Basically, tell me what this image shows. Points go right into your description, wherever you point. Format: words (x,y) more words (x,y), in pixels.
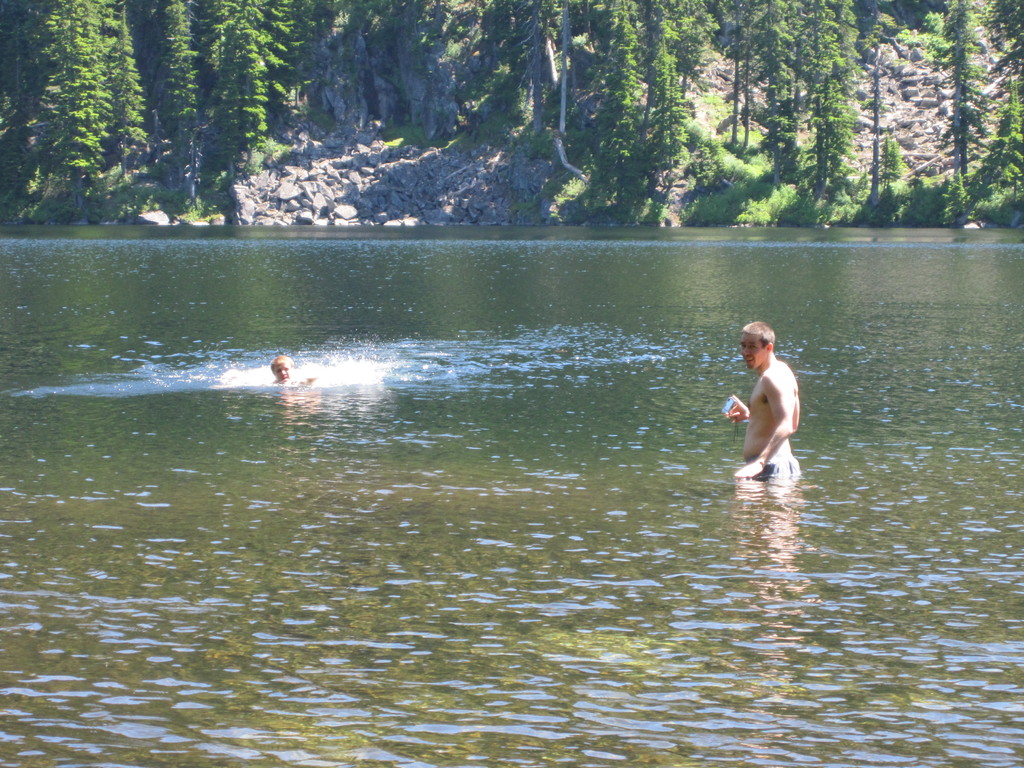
In this image, we can see two persons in the water (225,460), we can see some rocks (451,142) and trees (510,51).
